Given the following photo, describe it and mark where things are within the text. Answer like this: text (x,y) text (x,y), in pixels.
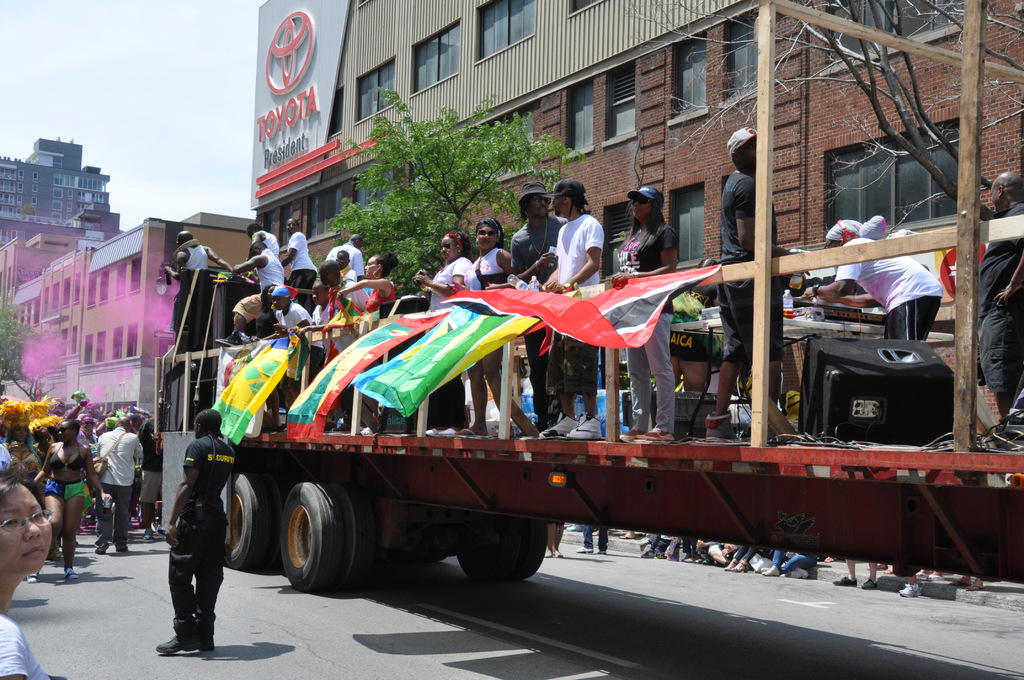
In this image we can see a truck (276,449), here are the group of people (351,274) standing, here is the tree (386,203), here are the group of persons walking on the road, here are the buildings (353,99), here is the window (488,24), at above here is the sky (199,140).
